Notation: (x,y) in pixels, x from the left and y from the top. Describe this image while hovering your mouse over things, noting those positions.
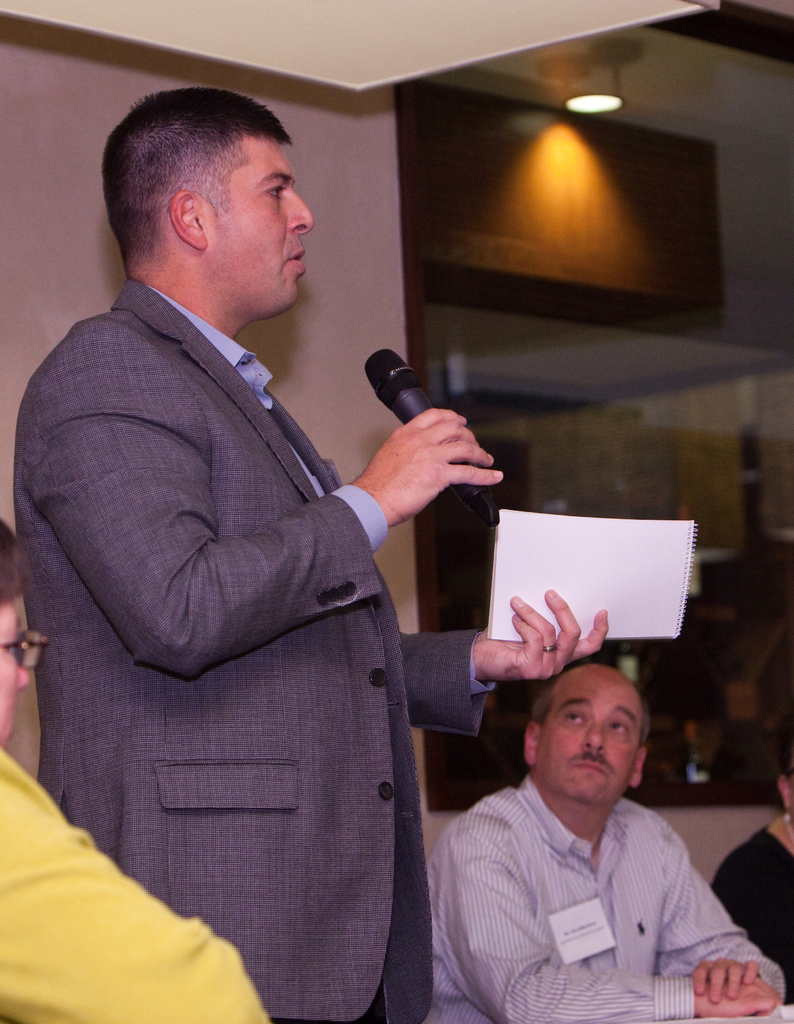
Here a person (322,597) is standing and talking on mic (414,403) holding a book (557,626) in other hand (525,622). There are few people (577,774) around him sitting on the chair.
